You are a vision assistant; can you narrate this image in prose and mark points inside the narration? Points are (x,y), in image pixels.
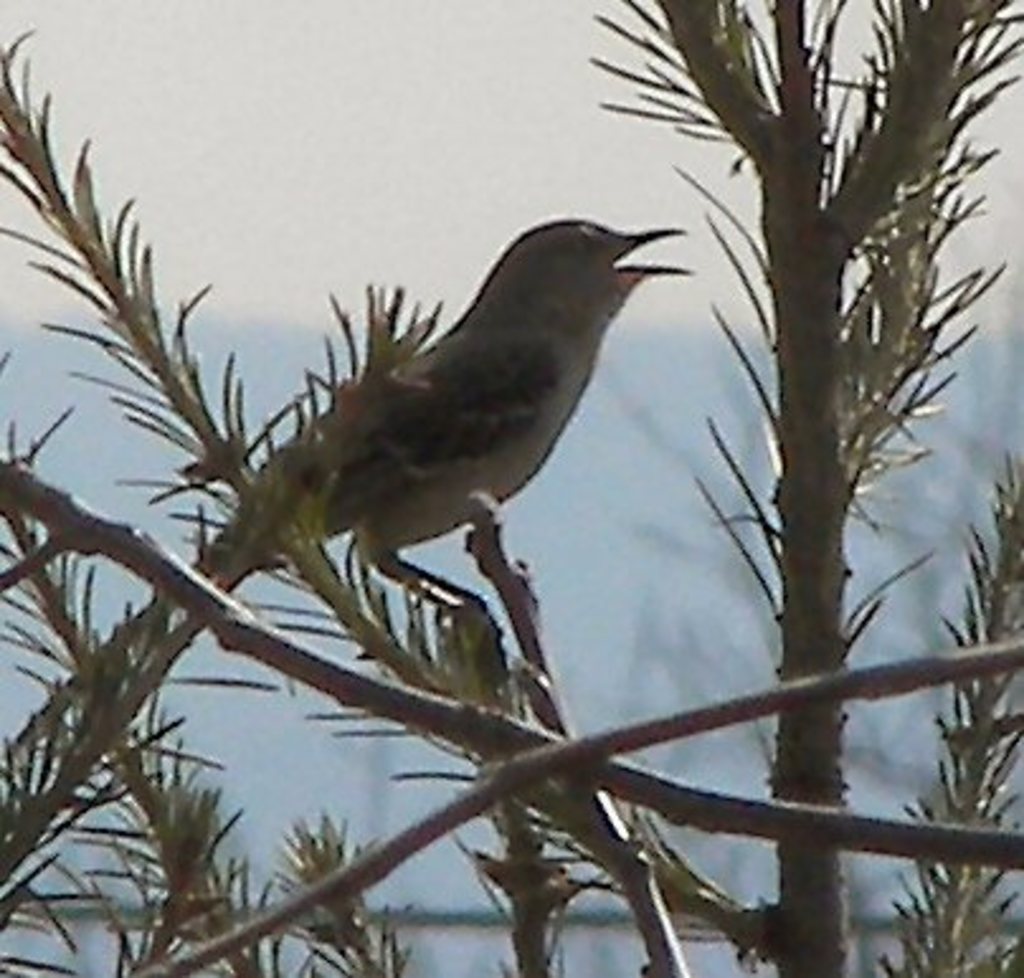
In this picture we can see a bird (396,512) standing on a branch (539,694) of a tree (289,647).
